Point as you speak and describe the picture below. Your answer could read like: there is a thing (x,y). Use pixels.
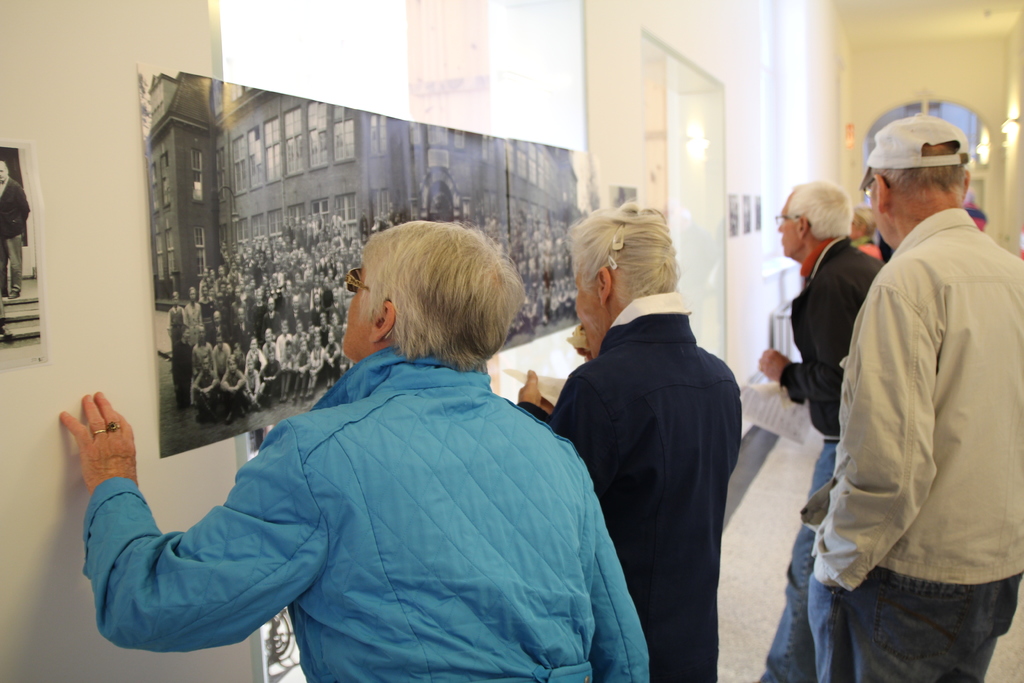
This picture might be taken inside the room (761,502). In this image, on the right side (854,620), we can see group of people (926,656) standing. In the middle (557,455), we can see two women (548,503) are standing in front of a photo frame (316,268). On the left side (127,127), there is a wall (100,29) and a window (299,40). In the background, we can see a door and few lights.
